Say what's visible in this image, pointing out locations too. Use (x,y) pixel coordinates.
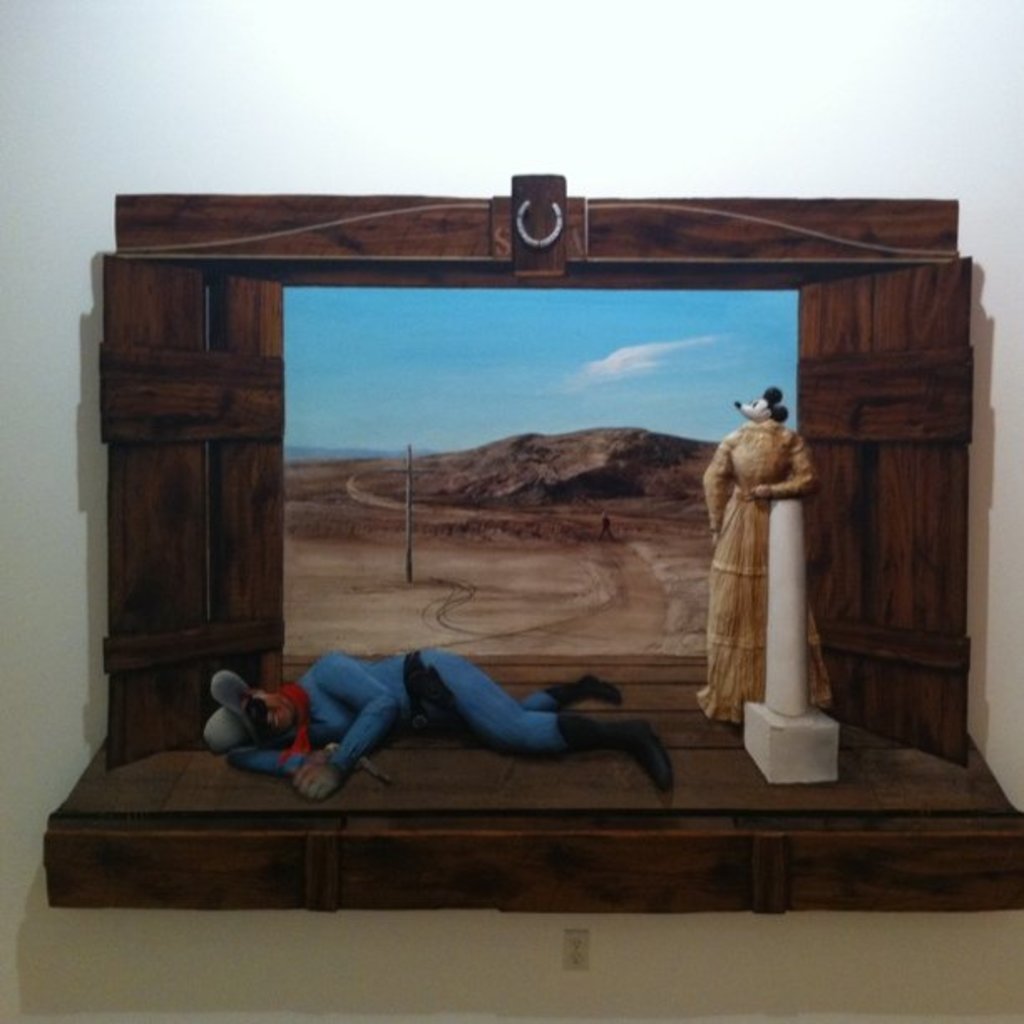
In the picture I can see toys (436,672) on wooden objects (721,755). I can also see a photo (528,456) on a wooden object (703,724). In this photo (508,508) I can see the sky (474,431) and a mountain (615,480). This wooden object (195,406) is attached to a white color wall (597,121).
